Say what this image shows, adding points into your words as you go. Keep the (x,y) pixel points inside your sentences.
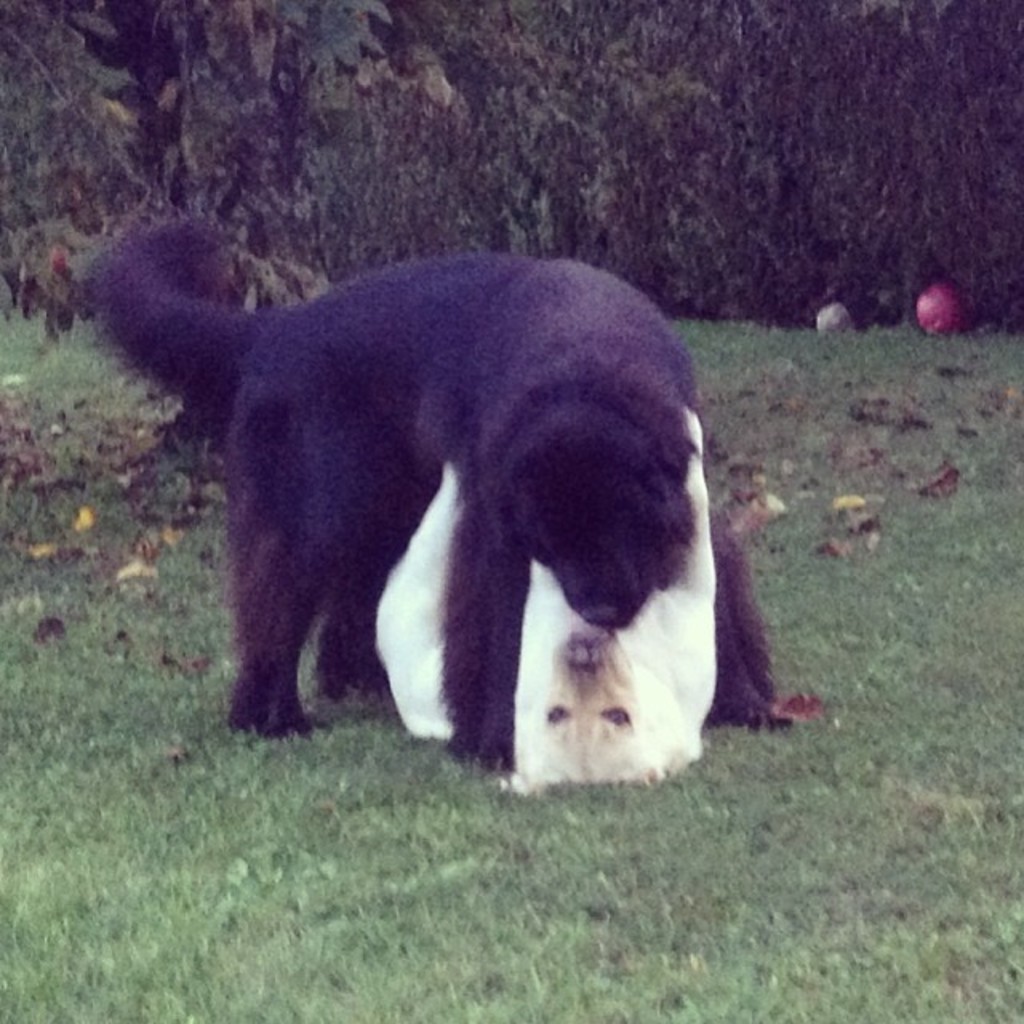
In this image I can see two dogs (393,482) one above the other on the grass ground (1019,537), at the back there are so many trees (983,138).
